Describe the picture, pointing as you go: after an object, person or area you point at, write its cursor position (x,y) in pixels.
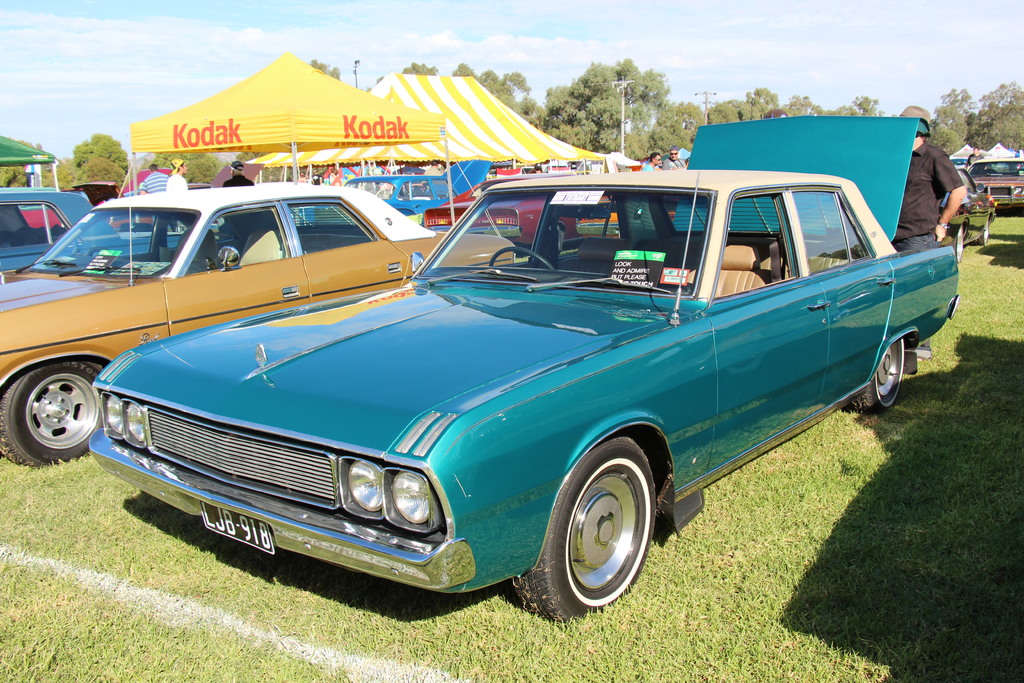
This image is taken outdoors. At the bottom of the image (136,615) there is a ground (134,631) with grass (557,628) on it. At the top of the image (385,8) there is the sky (95,77) with clouds (202,77). In the background (677,122) there are many trees (601,111). There are a few poles (623,95). There are a few tents (496,145). Many cars (790,155) are parked on the ground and a few people (237,180) are standing on the ground (981,255). In the middle of the image (377,317) three cars (183,283) are parked on the ground (448,598).
